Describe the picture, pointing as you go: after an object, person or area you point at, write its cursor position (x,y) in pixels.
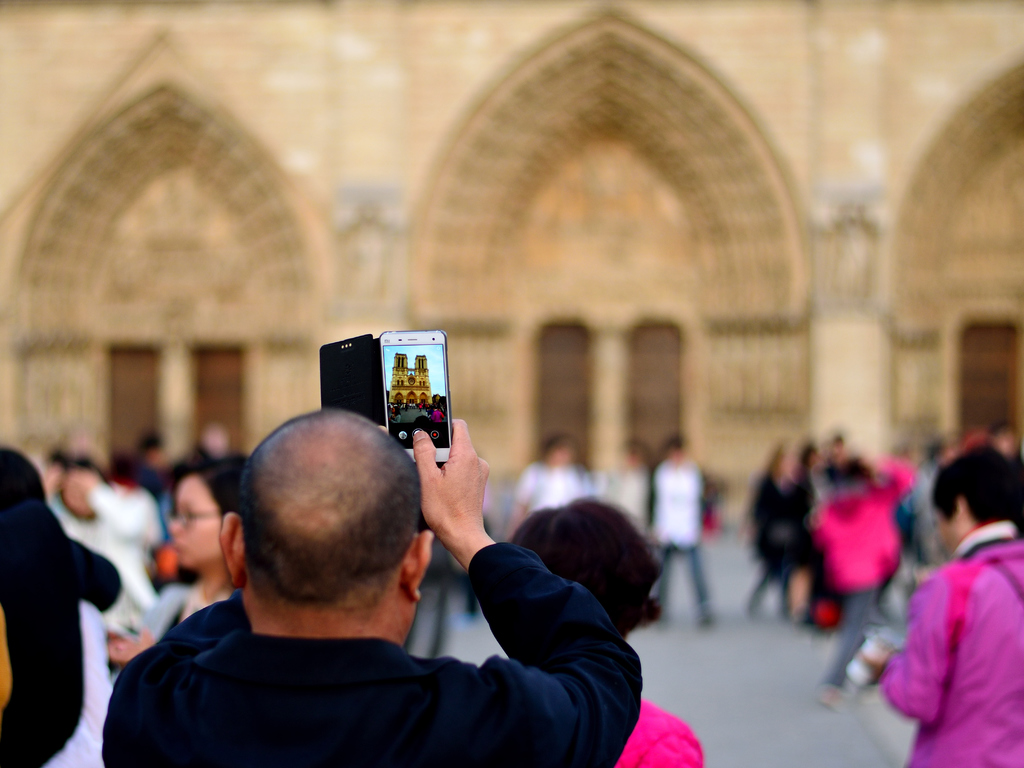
In this image, we can see a person (412,579) is holding a mobile (433,388). Here we can see screen (417,408). In this screen (417,389), we can see fort (417,389), few people (433,414), path (407,418) and sky (441,367). In the background of the image (679,647), we can see blur view. Here there are few people (814,554) and walls (835,355).
